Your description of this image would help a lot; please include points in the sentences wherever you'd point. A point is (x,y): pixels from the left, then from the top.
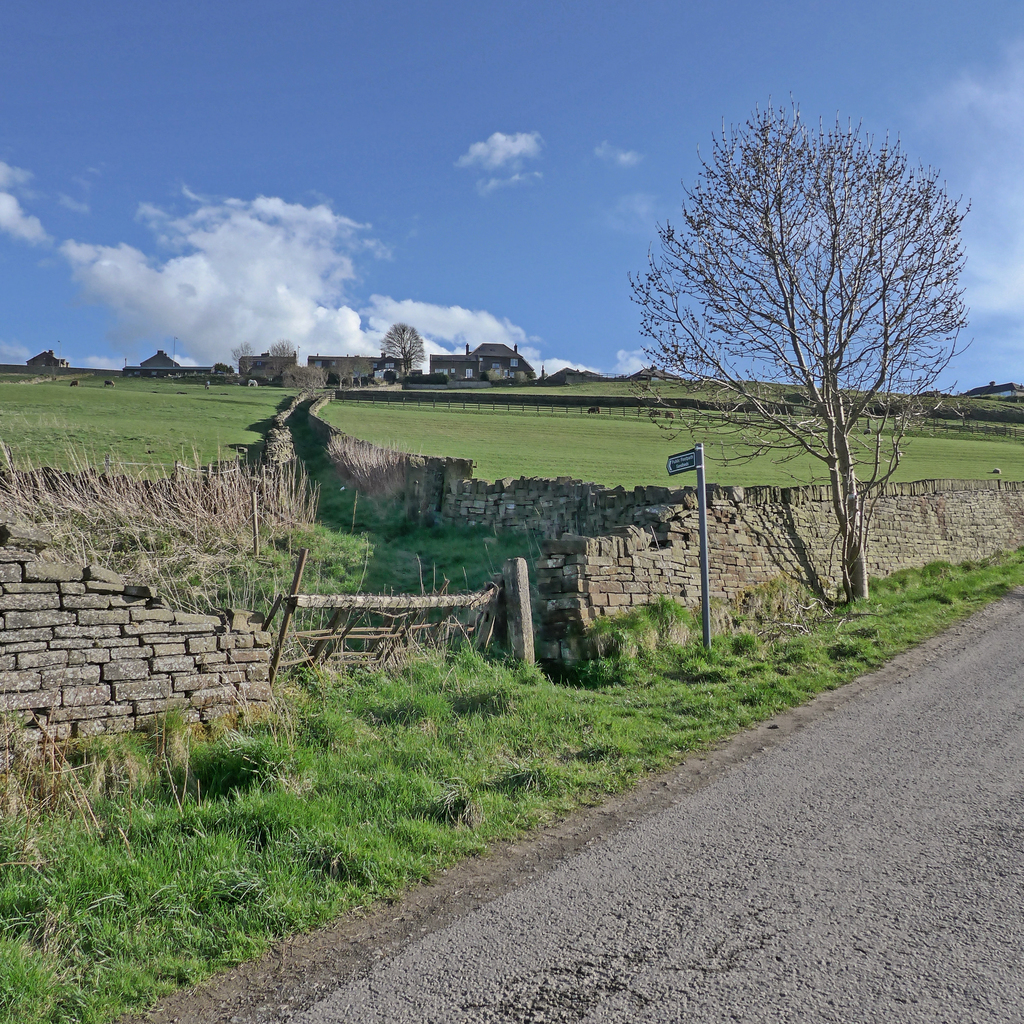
In the picture we can see a part of road (713,847) beside it, we can see a grass surface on it, we can see a pole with board (686,464) and dried tree (858,492) and behind it, we can see a stone wall (665,552) which is broken and behind it also we can see, full of grass plants (276,559) and far away from it we can see houses (150,368), trees (409,365) and behind it we can see the sky (470,296) with clouds (430,323).
